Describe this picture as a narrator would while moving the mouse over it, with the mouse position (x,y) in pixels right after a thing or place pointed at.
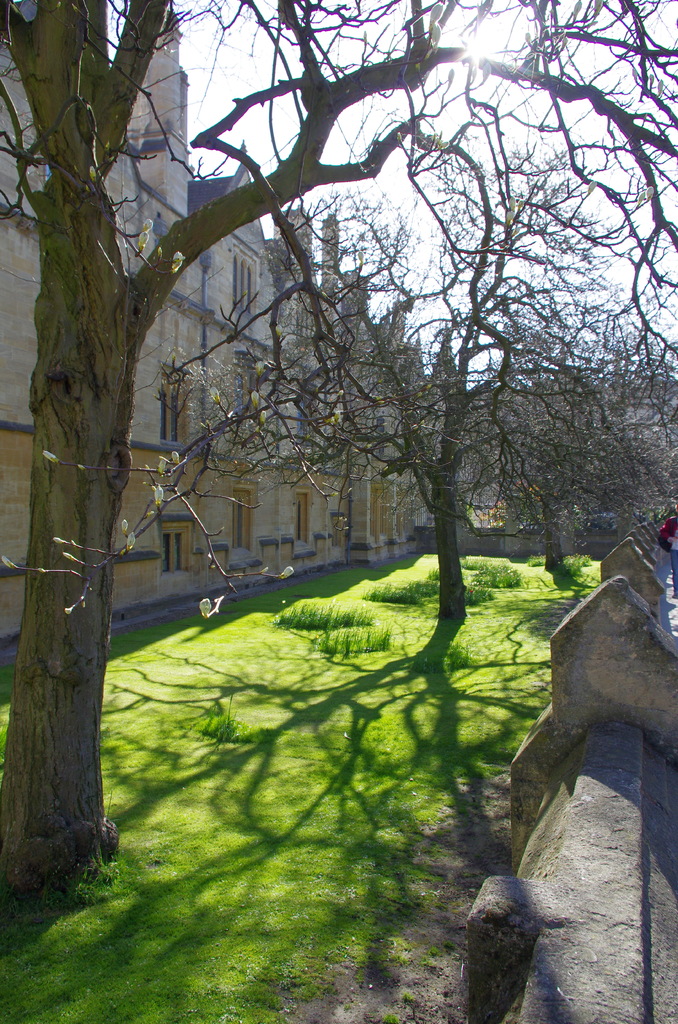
In this image we can see dry trees (401,398) on the grassy land (390,780). Behind the trees (255,436), we can see a building (216,448) and the sky (468,143). There is a boundary wall (637,636) on the right side of the image (631,608) and we can see one person (669,538).
